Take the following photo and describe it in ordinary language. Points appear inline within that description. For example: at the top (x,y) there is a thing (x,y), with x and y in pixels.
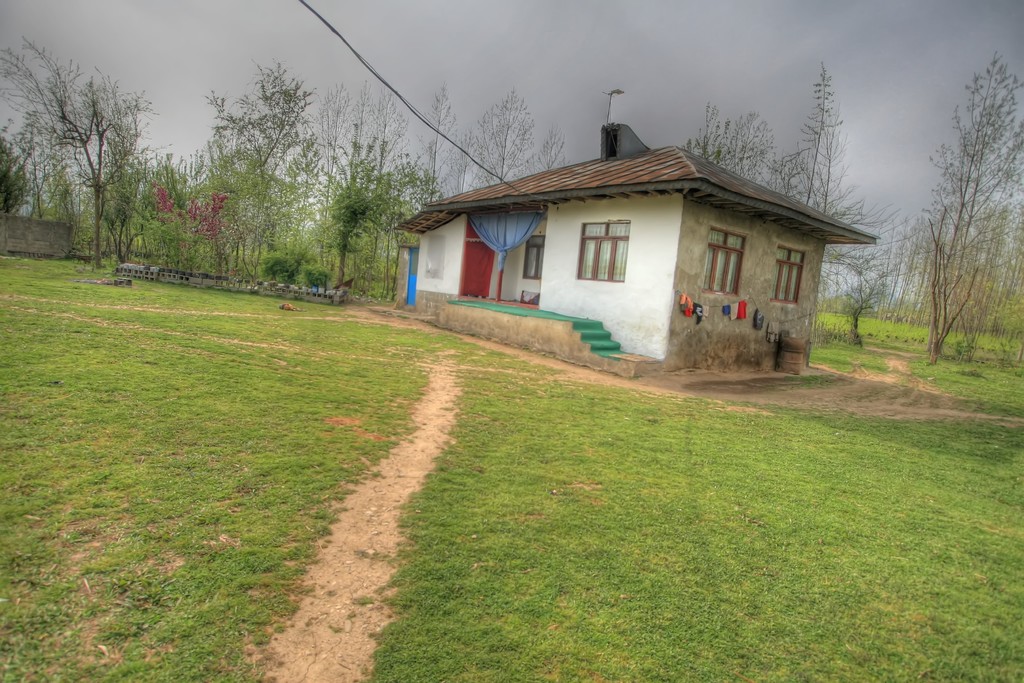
This image consists of a house (626,291) along with windows (532,276) and doors (485,280). In the front (503,254), we can see a curtain (511,243) in blue color. At the bottom (877,584), there is green grass (592,458) on the ground (536,428). On the left (191,172) and right, there are trees (363,193). At the top (515,58), there are clouds (341,74) in the sky (411,61).
